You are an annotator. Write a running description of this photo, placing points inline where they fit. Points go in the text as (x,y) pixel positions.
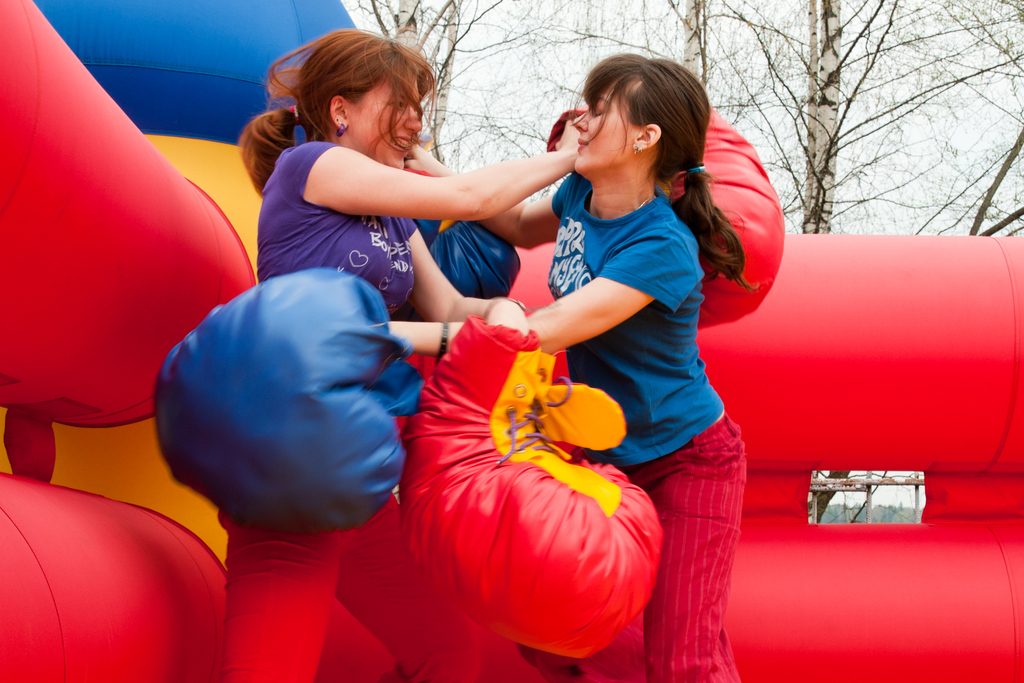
In this picture there are two women (369,147) holding object (330,335) and we can see inflatable objects (40,468). In the background of the image (957,115) we can see trees (441,96) and sky (486,90).
